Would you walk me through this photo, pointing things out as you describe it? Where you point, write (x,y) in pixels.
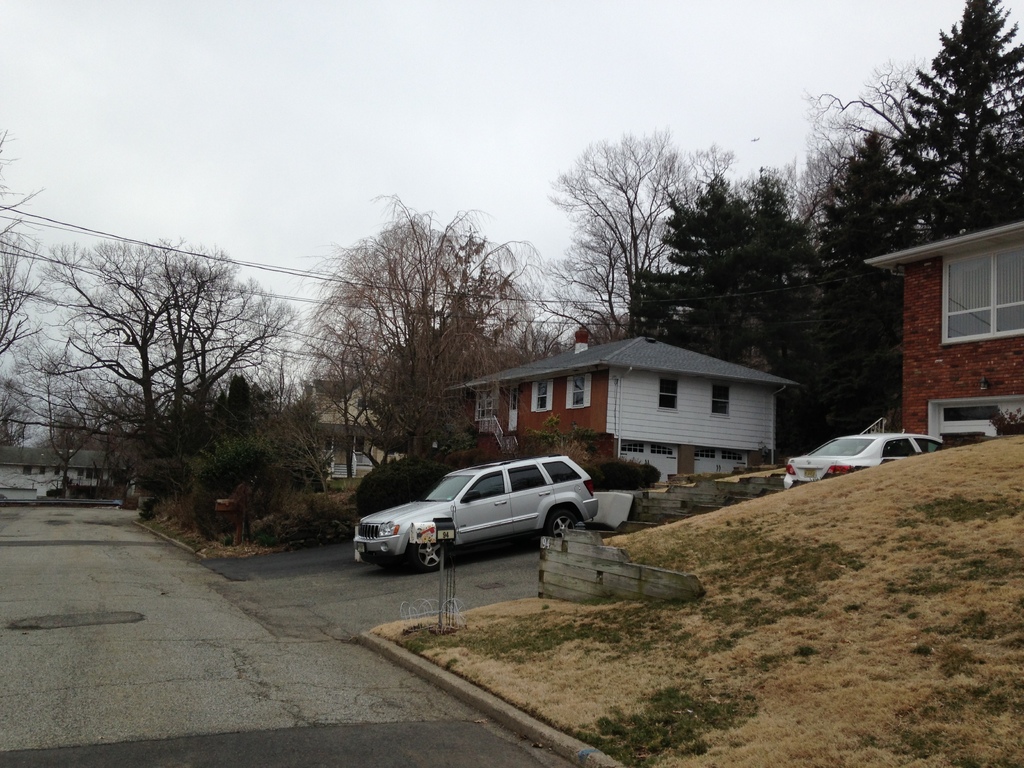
In this image we can see some buildings (321,409) and there are some trees (813,302) and plants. We can see some vehicles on the road (50,540) and at the top (321,253) we can see the sky (546,197).
